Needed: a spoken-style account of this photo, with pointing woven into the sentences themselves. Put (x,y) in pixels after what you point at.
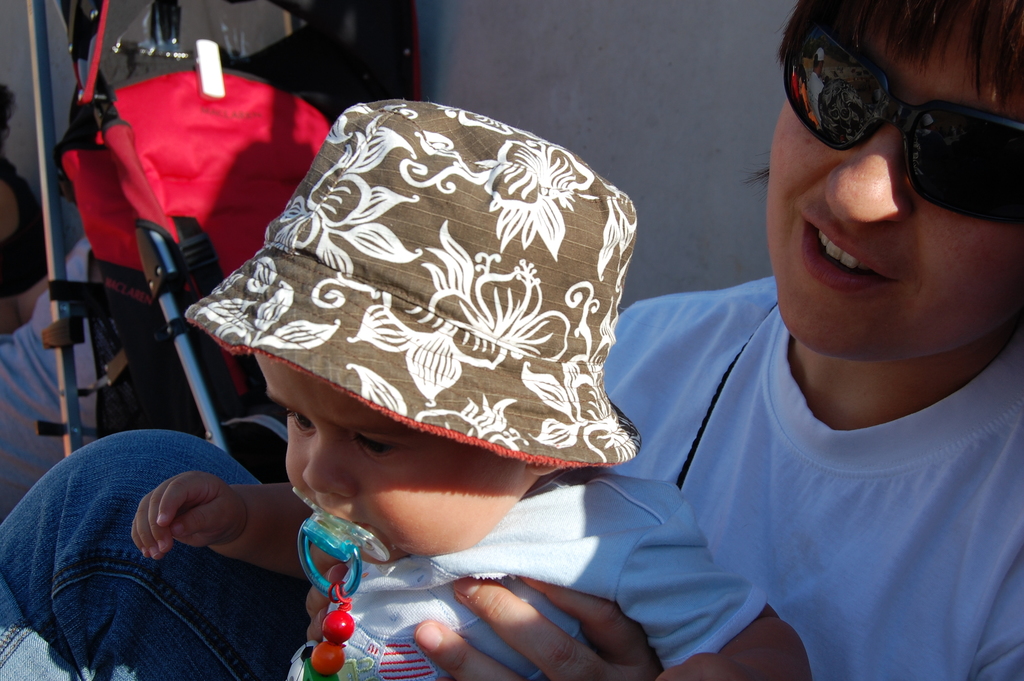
On the right side (1002,86), there is a person (895,136) in white color t-shirt (973,415), wearing sunglasses (860,83), smiling and holding a baby (420,563). In the background (584,38), there is white wall (581,45) and there is another person (37,370).
